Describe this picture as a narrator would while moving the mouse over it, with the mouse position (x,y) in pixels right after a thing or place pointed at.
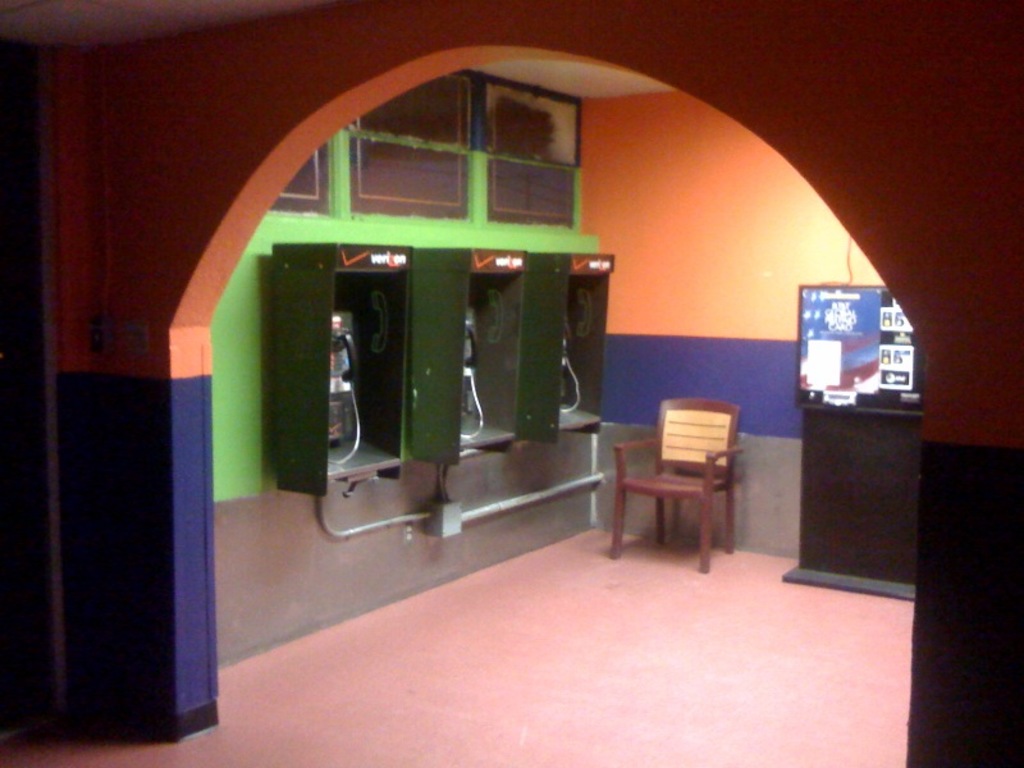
In this image we can see telephone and boxes (386,434) with text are placed on the wall (639,319). To the right side of the image (707,467) we can see a chair (682,455) placed on ground (805,690), display (869,377) on stand (885,475). In the foreground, we can see an arch (366,27).
